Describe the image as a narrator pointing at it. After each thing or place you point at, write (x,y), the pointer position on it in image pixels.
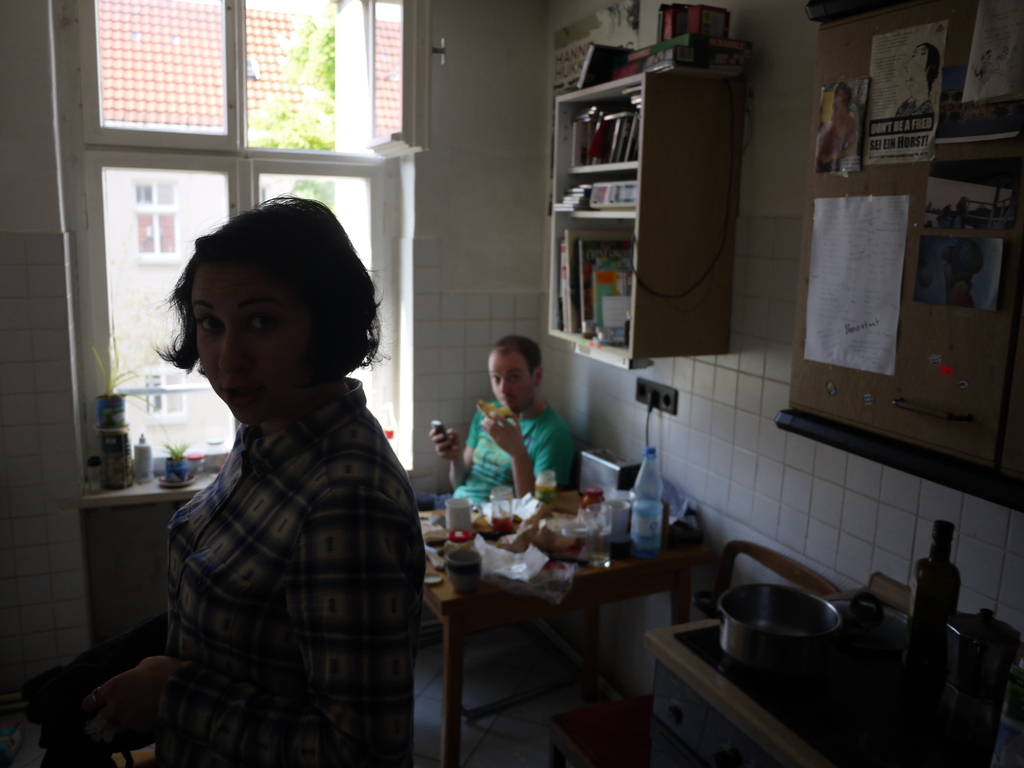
This picture shows a woman (169,719) Standing and a man (524,398) seated on the chair (573,450) and we see few vessels (753,595) and bottles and few food (542,529) on the table (525,574) and we see a bookshelf (711,81) on the wall (563,346).
